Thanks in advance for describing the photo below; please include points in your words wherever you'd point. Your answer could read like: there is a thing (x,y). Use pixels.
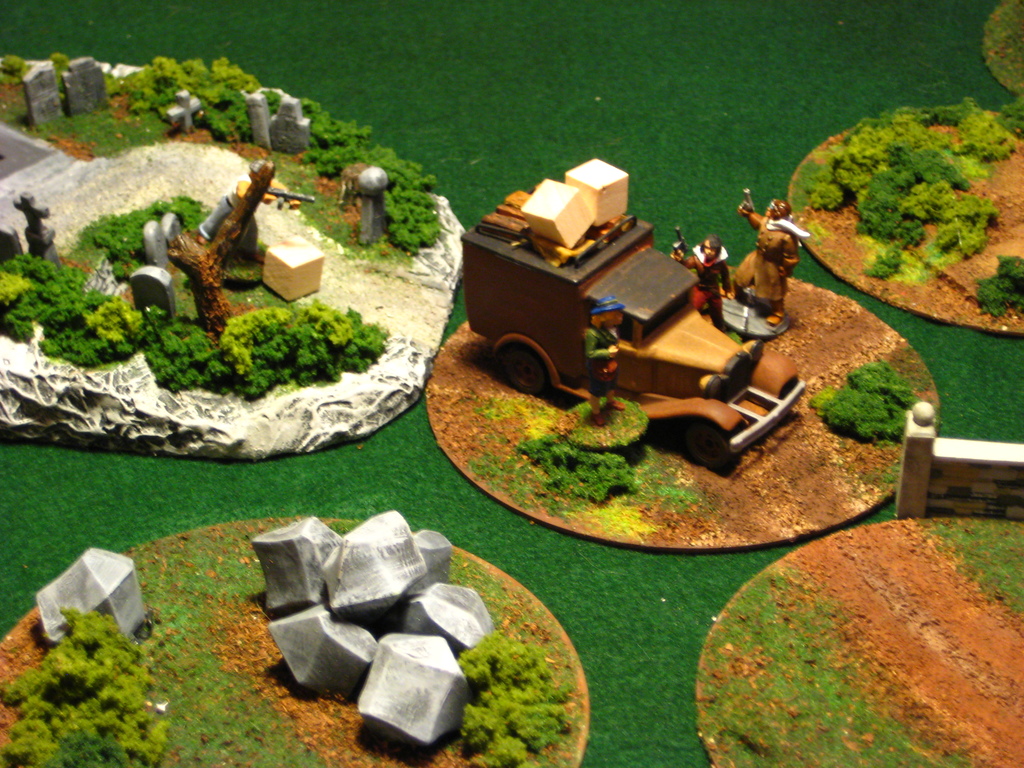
In this image there are objects (688,377) which are on the plates (108,365) and there are stones (373,675) in the front (411,659). In the center (657,372) there is a toy car (684,359) and there are puppets (741,274) and there are plants (893,207) and there is a green mat (598,97) which is visible.
